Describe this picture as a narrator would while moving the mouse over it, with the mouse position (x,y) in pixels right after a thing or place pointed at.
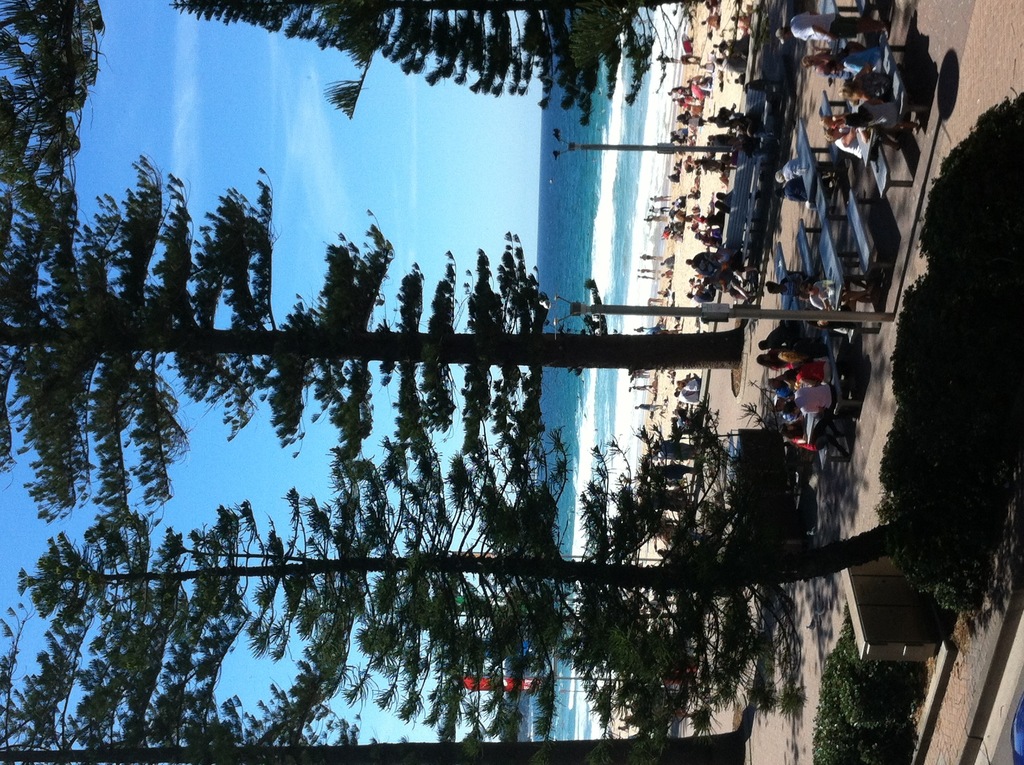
In this image I can see trees (293,389), plants (880,690), poles (741,315), tables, benches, people (726,204), banner (511,680), water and cloudy sky (319,165).
